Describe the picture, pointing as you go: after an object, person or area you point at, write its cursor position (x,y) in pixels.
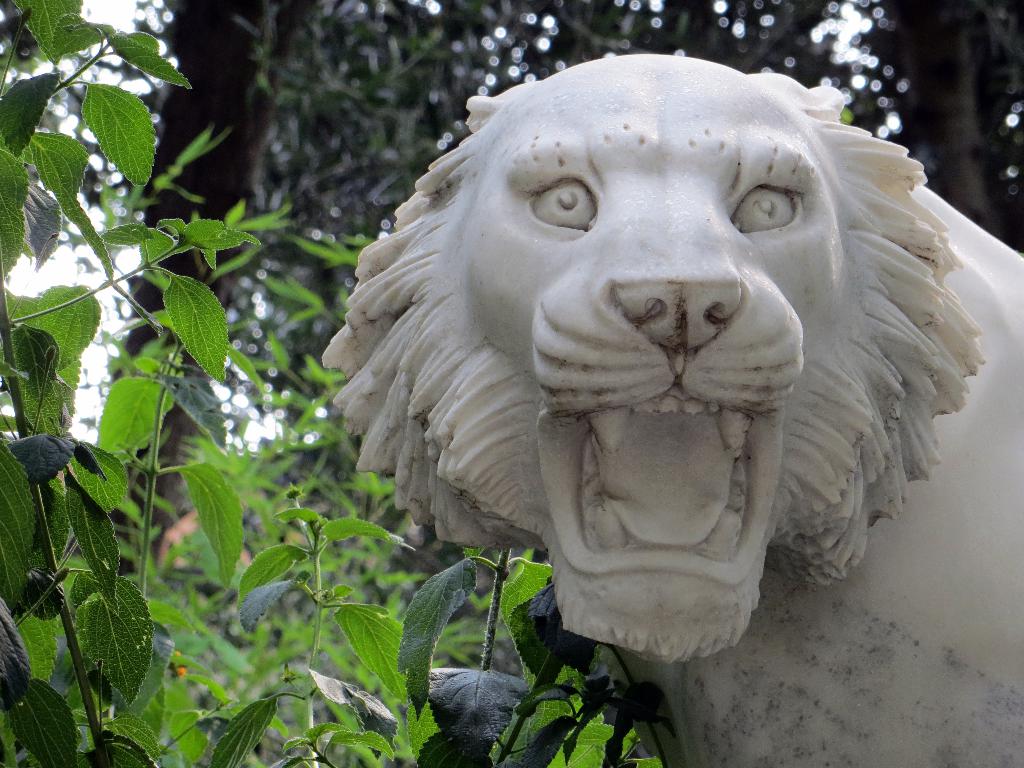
In this picture there is a statue of a lion (656,241). At the back (235,447) there are trees (328,199). At the top (127,11) there is sky (121,26).
